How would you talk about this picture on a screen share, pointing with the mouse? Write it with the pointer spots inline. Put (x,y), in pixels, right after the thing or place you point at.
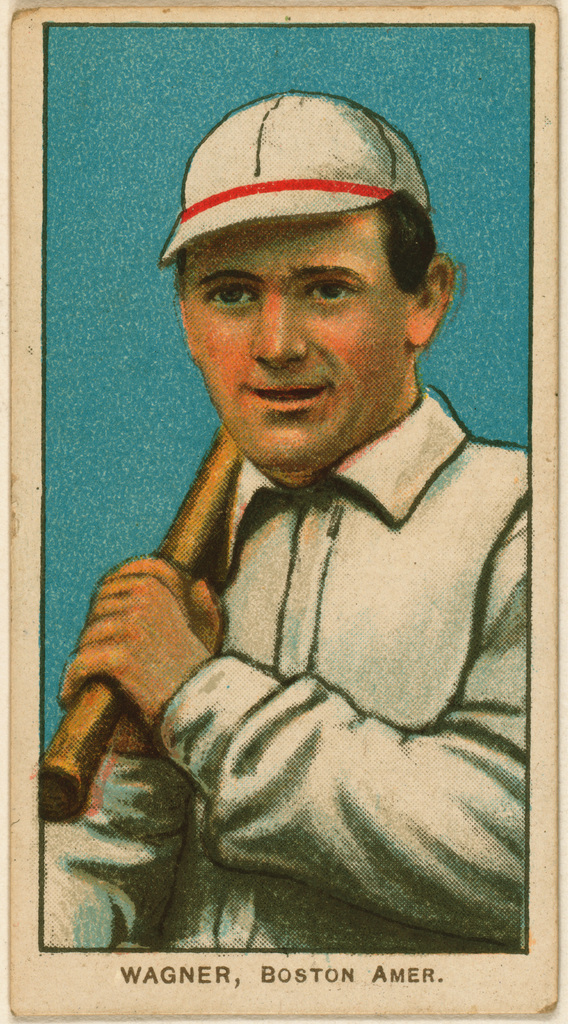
In the image there is an animated image of a person (276,643) and the person (306,648) is wearing white dress (398,728) and he is holding some object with his hands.
